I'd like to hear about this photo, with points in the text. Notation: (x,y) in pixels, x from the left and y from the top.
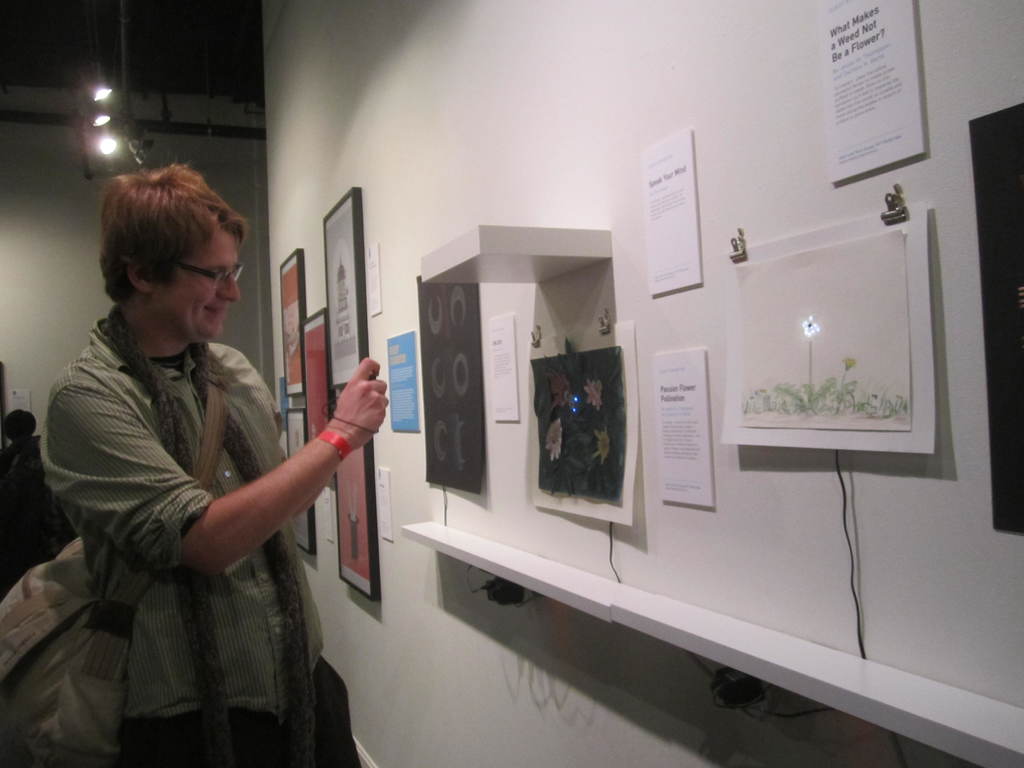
On the left side of the image (167,321) we can see man (128,427) and lights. On the right side of the image (901,97) we can see posters (423,345) and photo frames (336,320) to the wall (573,177).
